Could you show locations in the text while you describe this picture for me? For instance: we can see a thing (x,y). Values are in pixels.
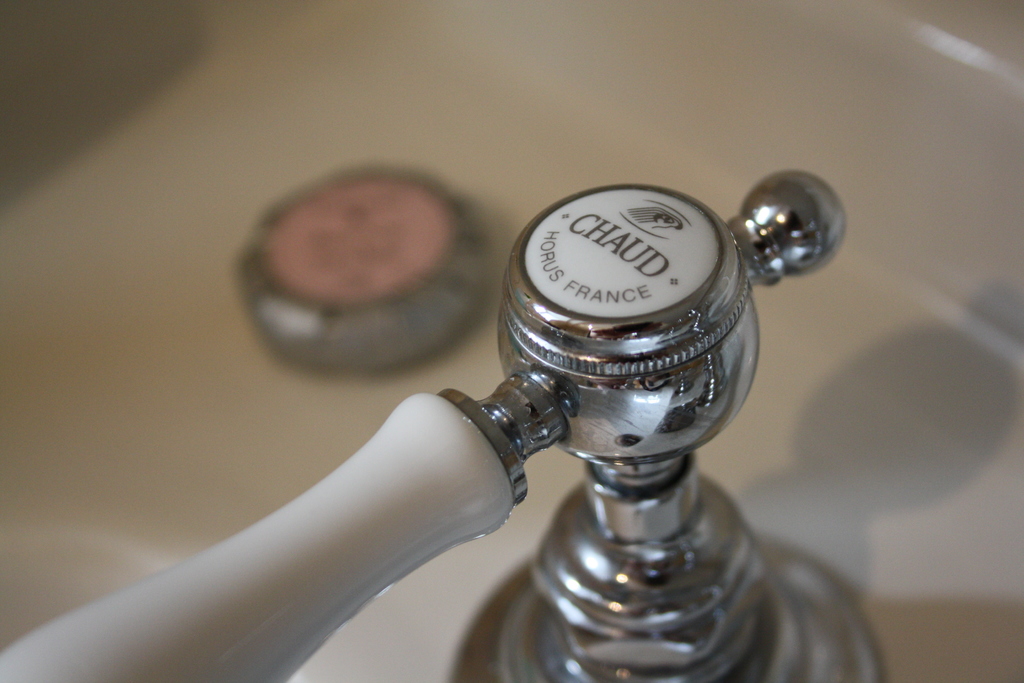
In the center of the image (393,357) there is a sink (150,492) and we can see a tap (448,487).
